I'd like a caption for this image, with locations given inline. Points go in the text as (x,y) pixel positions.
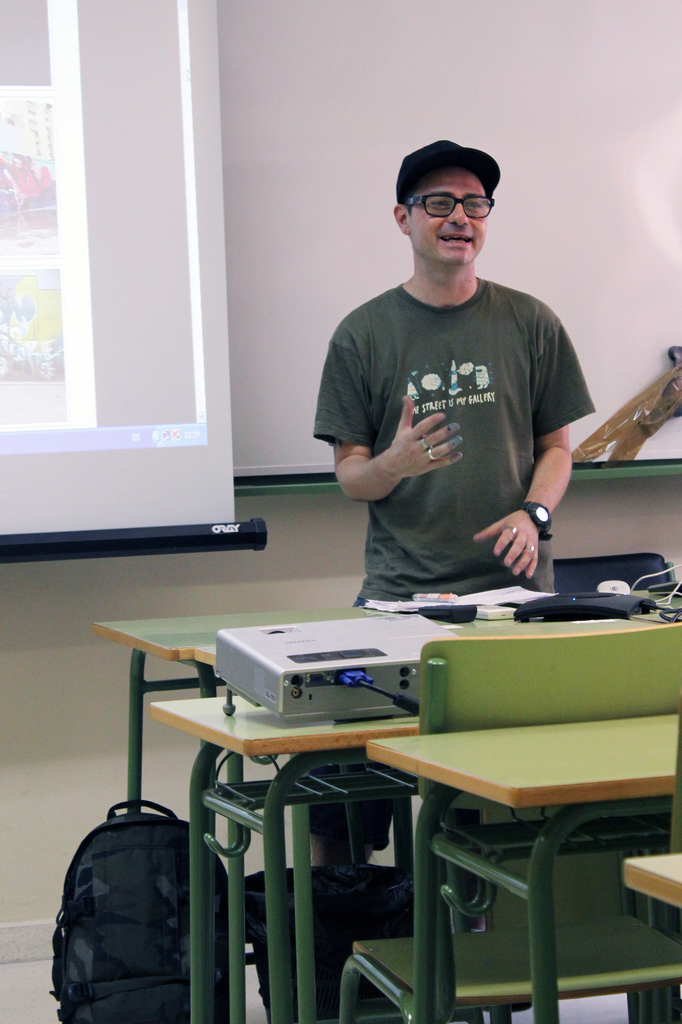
In this image i can see a person (405,417) wearing a hat (416,158), spectacles (437,201) and t shirt (469,379) standing in front of few benches (537,734), On the benches (409,724) i can see a router (573,618) and a projector (397,655). In the background (328,93) i can see a board (306,149) and a projection screen (130,224).
